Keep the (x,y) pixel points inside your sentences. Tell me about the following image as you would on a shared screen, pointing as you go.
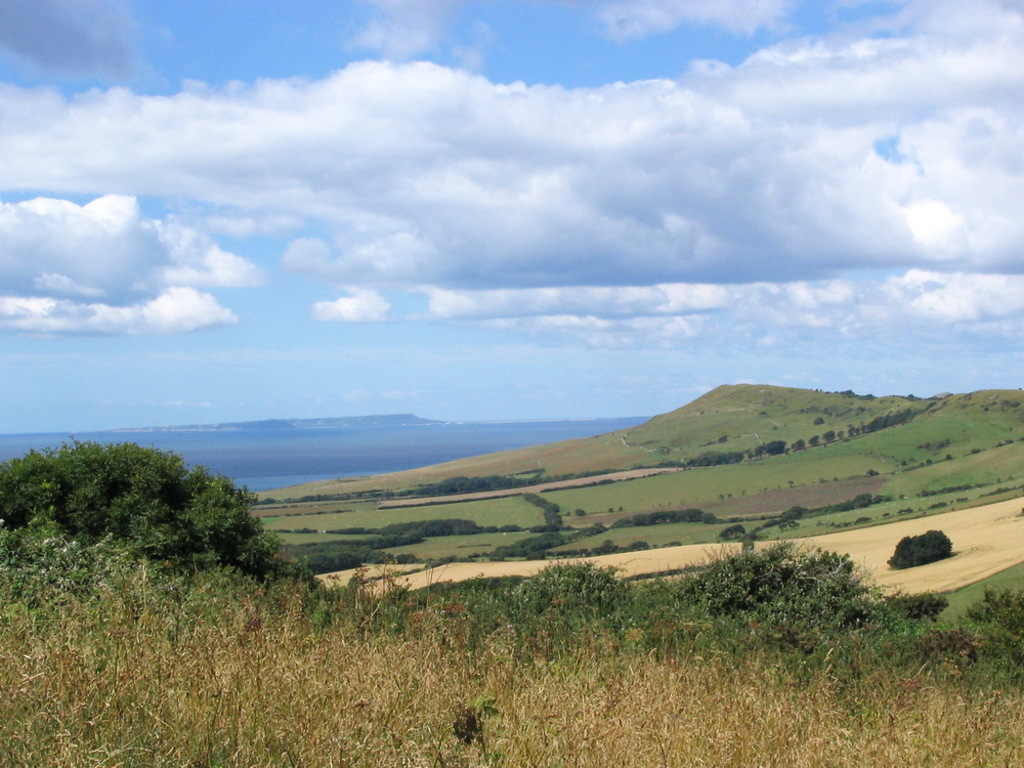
In this image, we can see some plants (337,711) and trees (421,528). There is a hill (719,409) on the right side of the image (964,427). There are clouds (738,229) in the sky (310,249).
